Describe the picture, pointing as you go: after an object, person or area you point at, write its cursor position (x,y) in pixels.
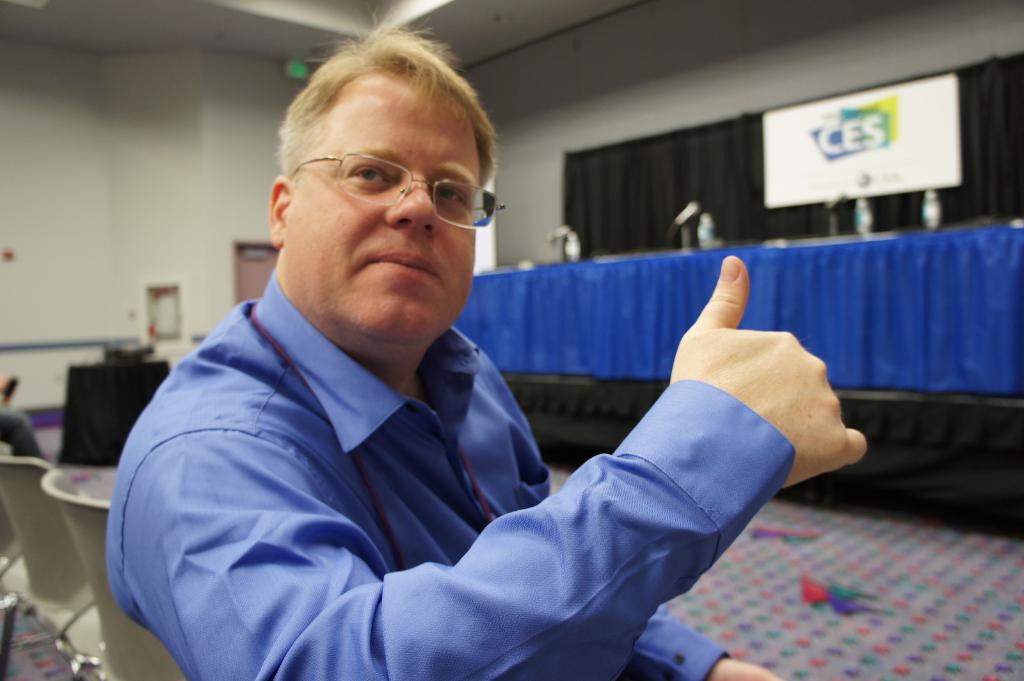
This image consists of a man (369,539) is wearing a blue shirt (367,587) is sitting in a chair (124,625). To the right (943,281), there is a dais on which a table (895,309) is covered with a blue cloth (818,271). At the bottom (932,649), there is a floor (900,644).
